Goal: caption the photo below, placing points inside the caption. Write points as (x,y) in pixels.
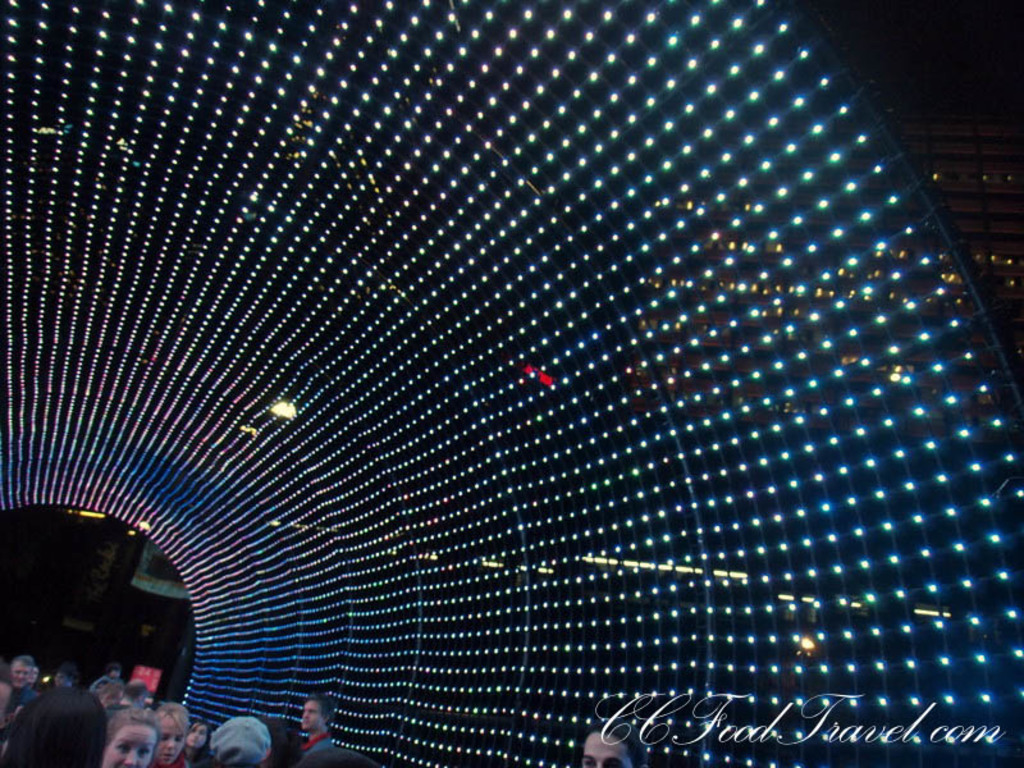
In this picture we can see group of people (176,718) and lights (352,438), on the right side of the image (944,243) we can see a building (895,285), in the bottom right hand corner (883,716) we can find some text (723,719).
